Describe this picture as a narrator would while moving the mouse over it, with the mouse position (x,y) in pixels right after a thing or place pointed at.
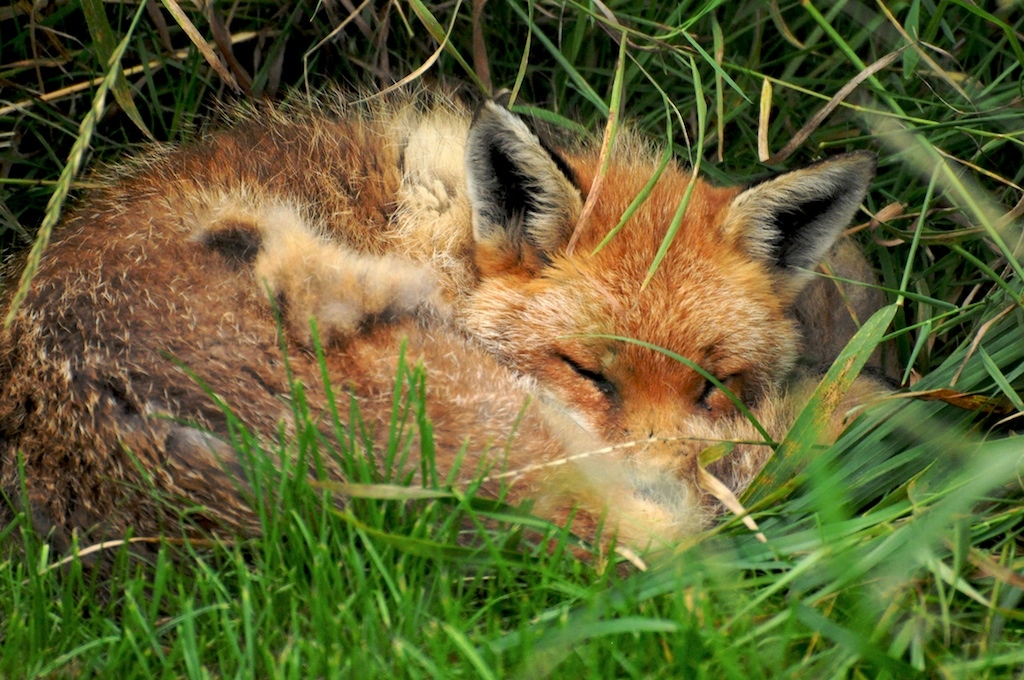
In this image there is a red fox (389,347) sleeping in the grass (298,415), behind the fox (442,314) there is grass (649,46).
